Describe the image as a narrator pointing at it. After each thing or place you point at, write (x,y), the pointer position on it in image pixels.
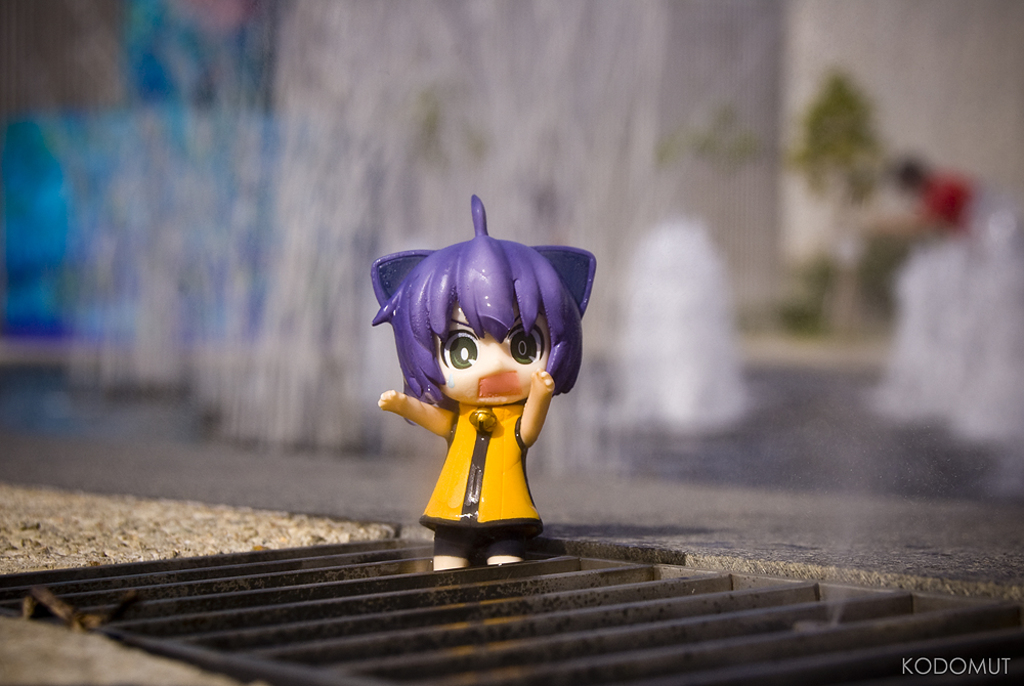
In this picture, in the middle (453,378), we can see a toy (495,472) which is placed on the metal grill (608,565).
